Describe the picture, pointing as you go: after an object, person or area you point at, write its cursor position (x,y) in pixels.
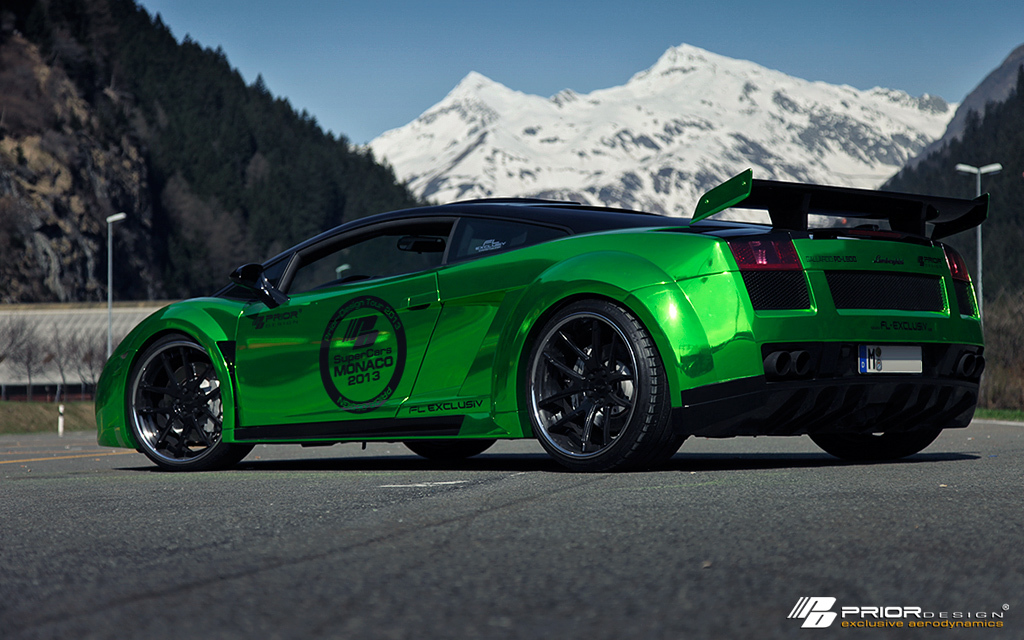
In this image in the center (511,300) there is one car (476,325), and on the right side (996,301) and left side (27,382) there are poles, lights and some plants (30,369) and grass (31,428). At the bottom (675,483) there is road (666,479), and in the background (427,162) there are mountains (679,65). At the top (795,53) there is sky (862,53) and at the bottom of the image (902,624) there is text (875,611).
